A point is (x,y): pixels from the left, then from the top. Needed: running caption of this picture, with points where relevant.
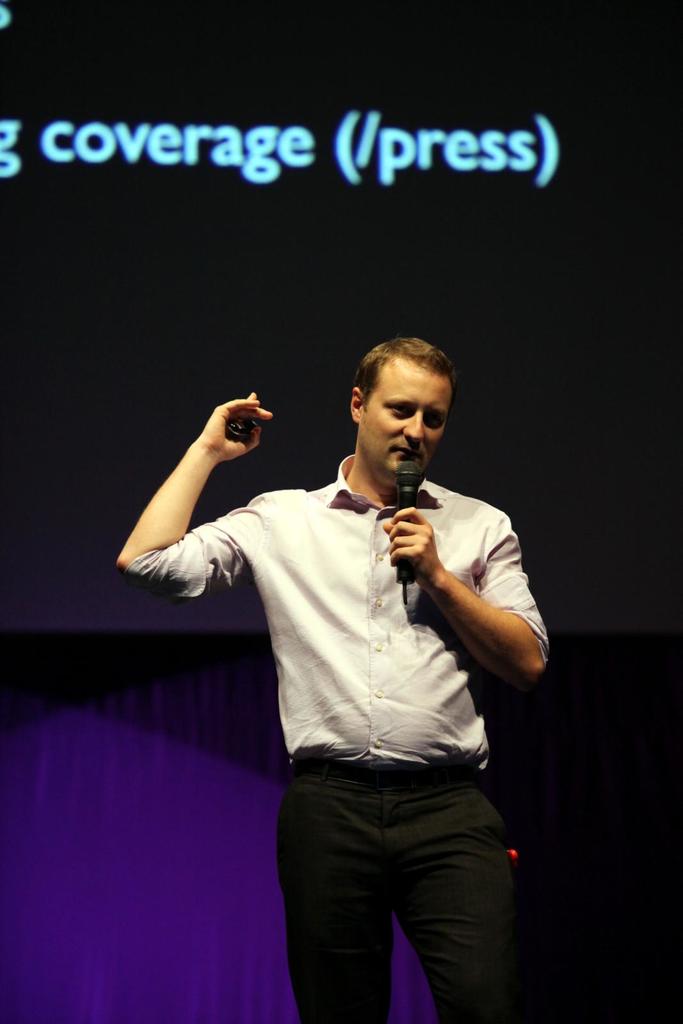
In this image i can see a man (426,506) standing and holding a microphone (419,464), at the back ground (290,277) i can see a screen (223,305).
